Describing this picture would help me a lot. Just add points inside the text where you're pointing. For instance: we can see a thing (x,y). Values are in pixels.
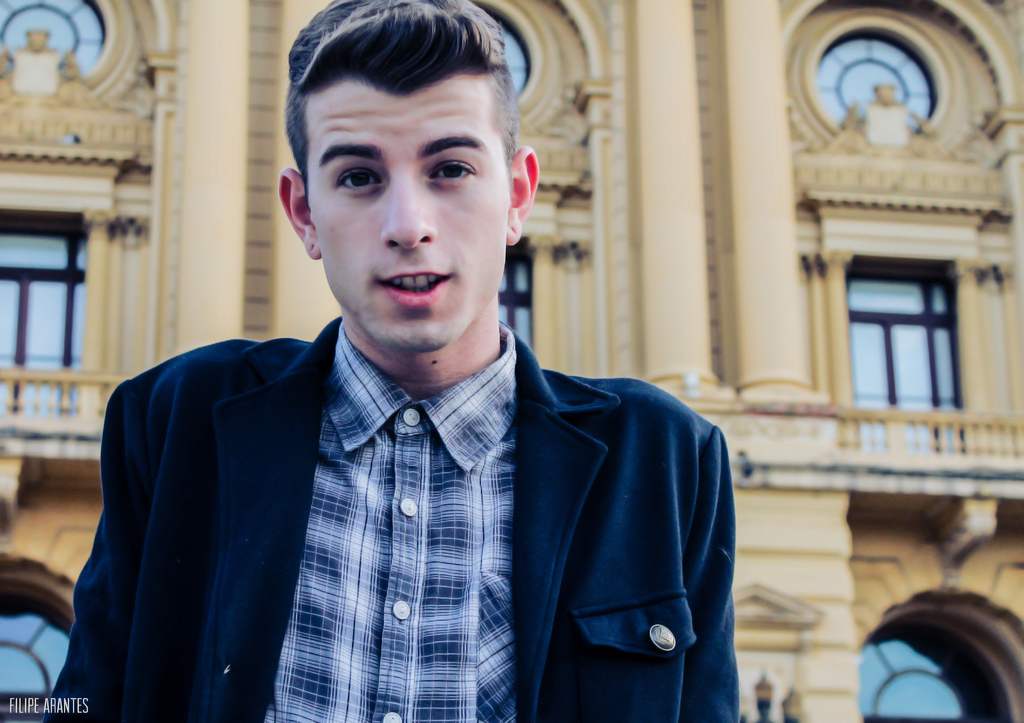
In this image there is a man (386,414), he is wearing shirt (384,588) and coat (635,608), in the background (541,6) there is building (831,661), in the bottom left (81,710) there is text (71,708).
